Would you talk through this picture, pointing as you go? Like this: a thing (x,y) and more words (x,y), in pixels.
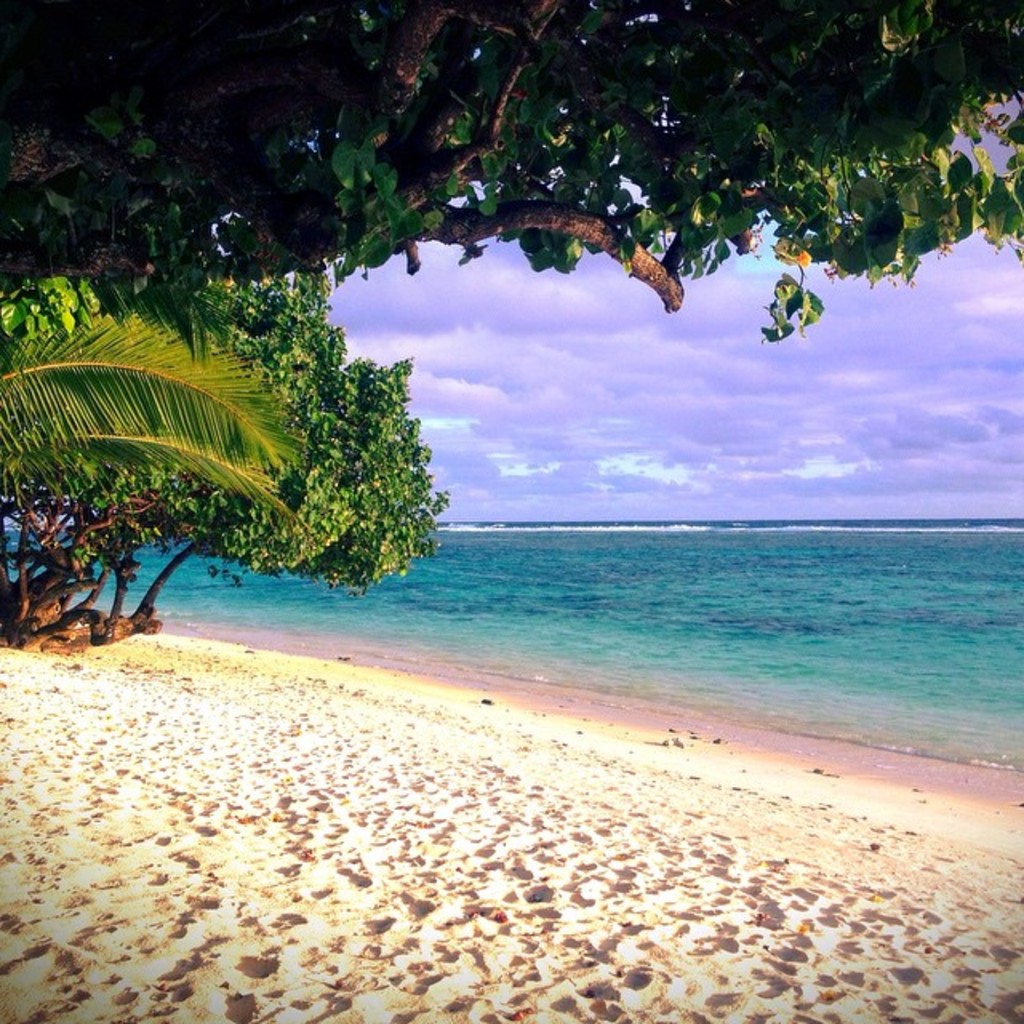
In this picture I can see there is sand (464,873) here and there are trees (196,263), ocean (964,675) on right (787,570) and the sky (518,457) is cloudy.
